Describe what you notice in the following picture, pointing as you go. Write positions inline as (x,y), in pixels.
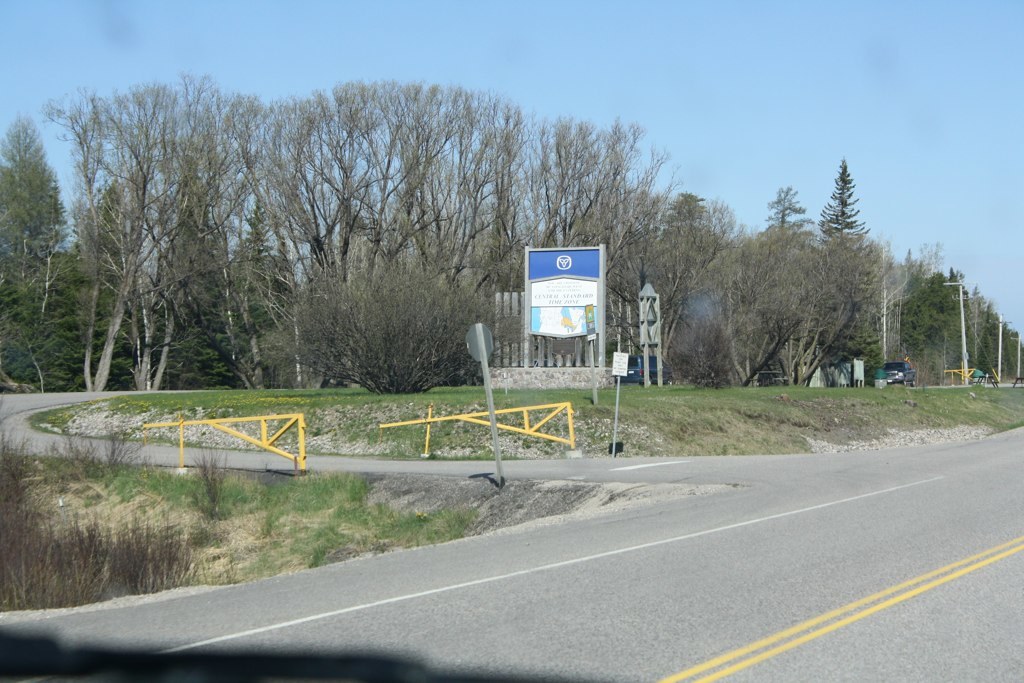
In this picture we can see the road (859,567) and in the background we can see trees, electric poles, vehicles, boards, sky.
